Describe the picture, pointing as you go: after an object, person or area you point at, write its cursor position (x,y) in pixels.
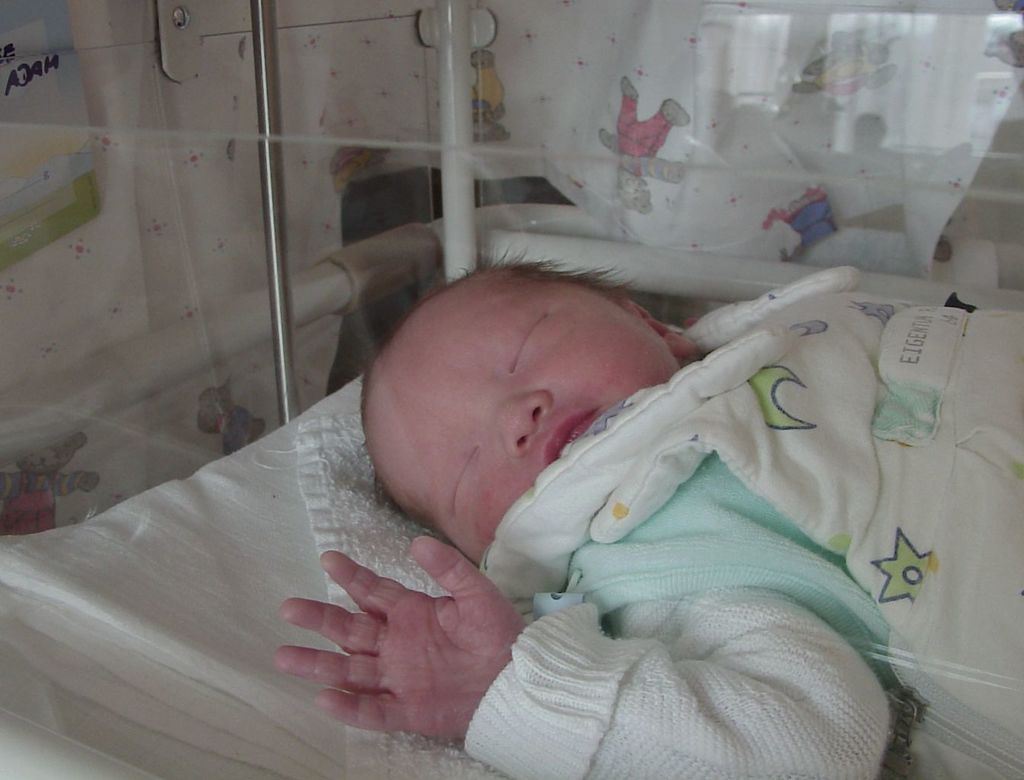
In this picture we can see a glass (374,503) in the front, from the glass (877,650) we can see a baby (692,542) sleeping, at the bottom (189,592) there is a cloth (399,549).
